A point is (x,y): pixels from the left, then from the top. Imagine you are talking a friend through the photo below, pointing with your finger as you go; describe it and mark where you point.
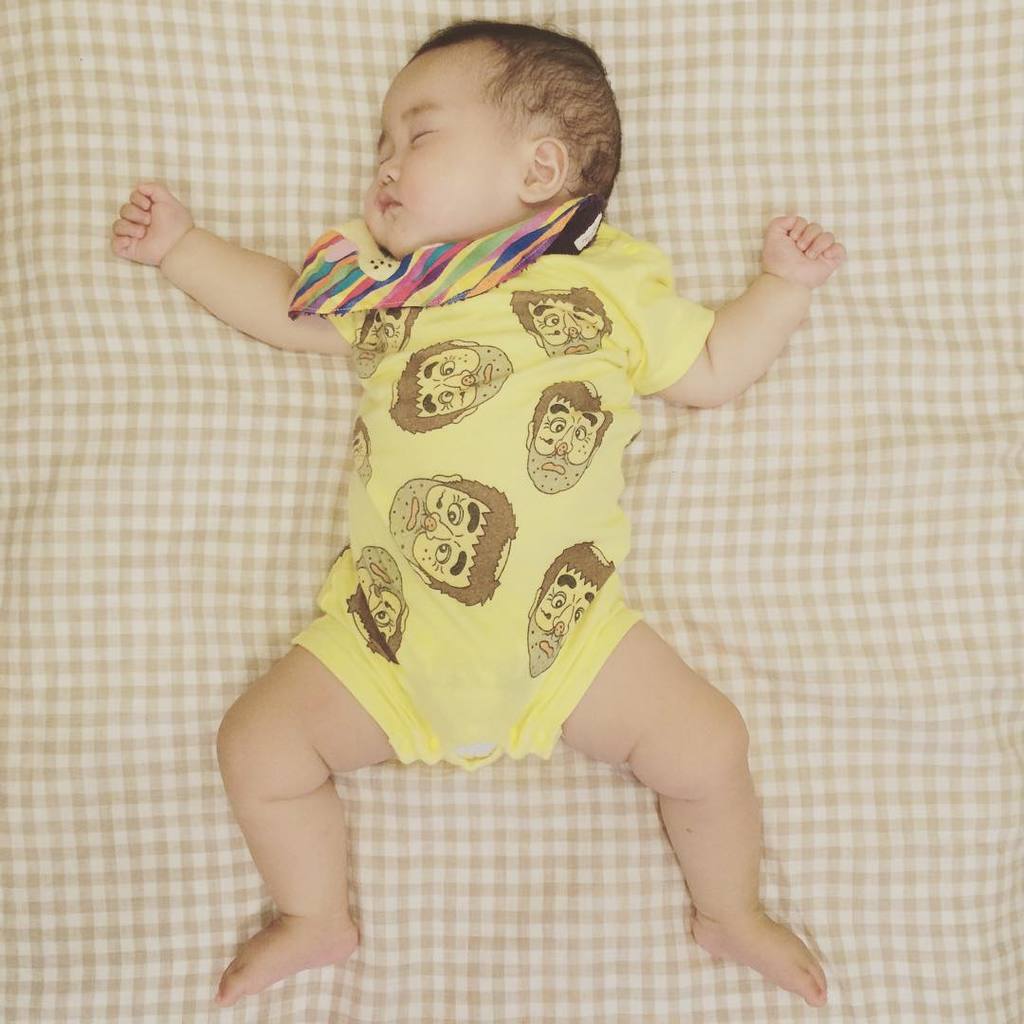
In this image, I can see a baby (473,596) sleeping on a cloth (576,1000).
